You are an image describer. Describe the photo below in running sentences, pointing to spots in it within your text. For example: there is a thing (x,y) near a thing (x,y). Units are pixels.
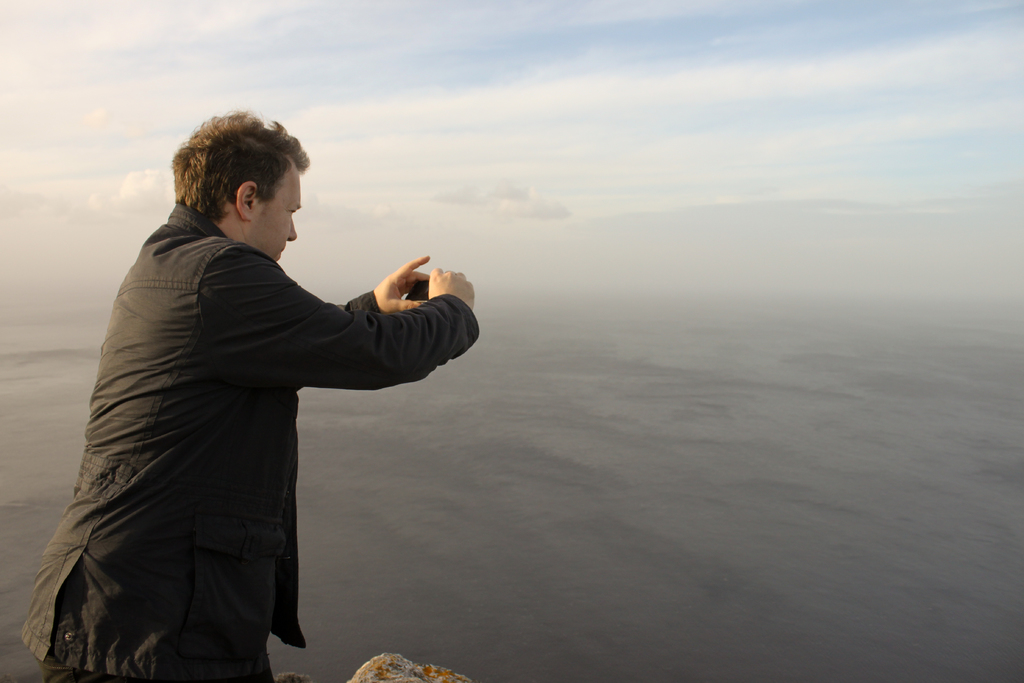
In this image we can see a man (208,295) standing and holding a camera (421,285) in his hands (403,293). In the background (158,148) we can see sky (585,129) with clouds (626,155) and sea (586,514).
